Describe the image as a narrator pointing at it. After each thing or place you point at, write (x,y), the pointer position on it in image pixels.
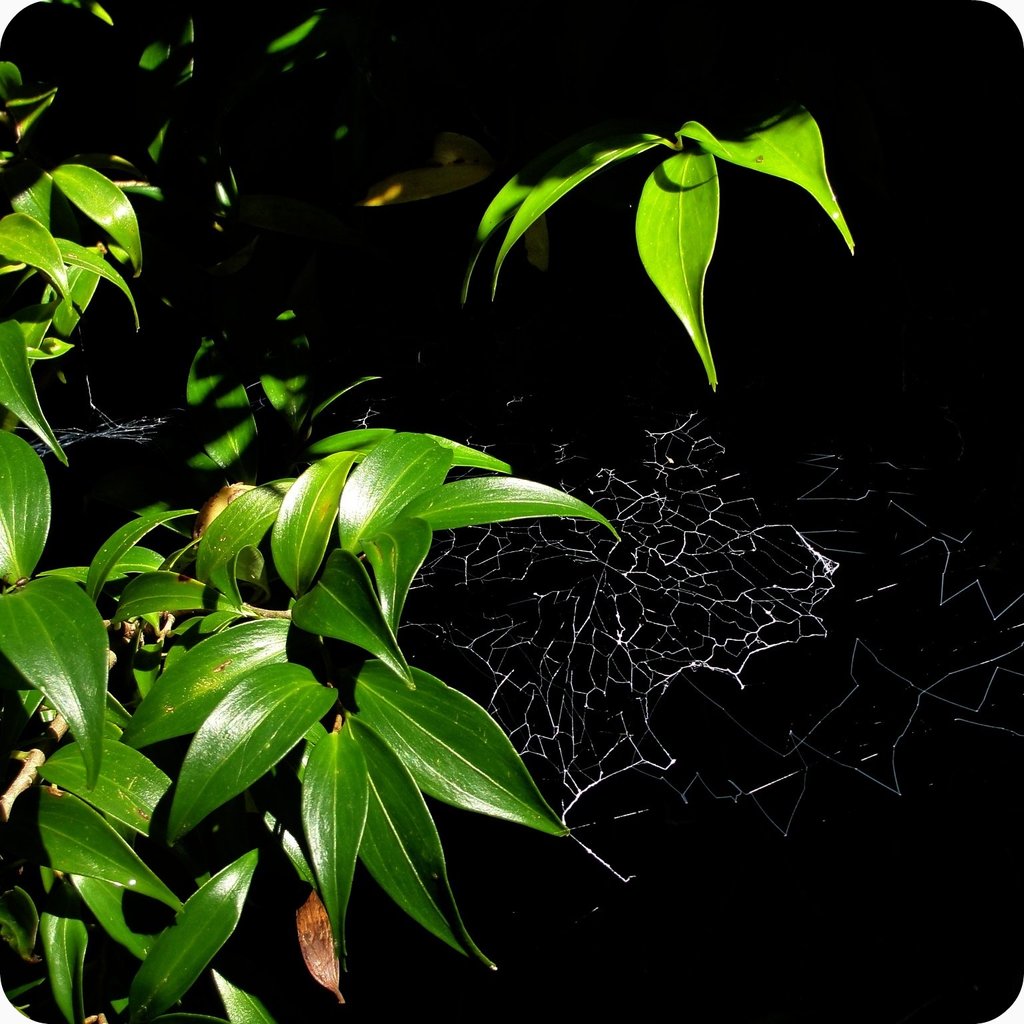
In this image we can see leaves (301,575) and a spider web (673,627).
